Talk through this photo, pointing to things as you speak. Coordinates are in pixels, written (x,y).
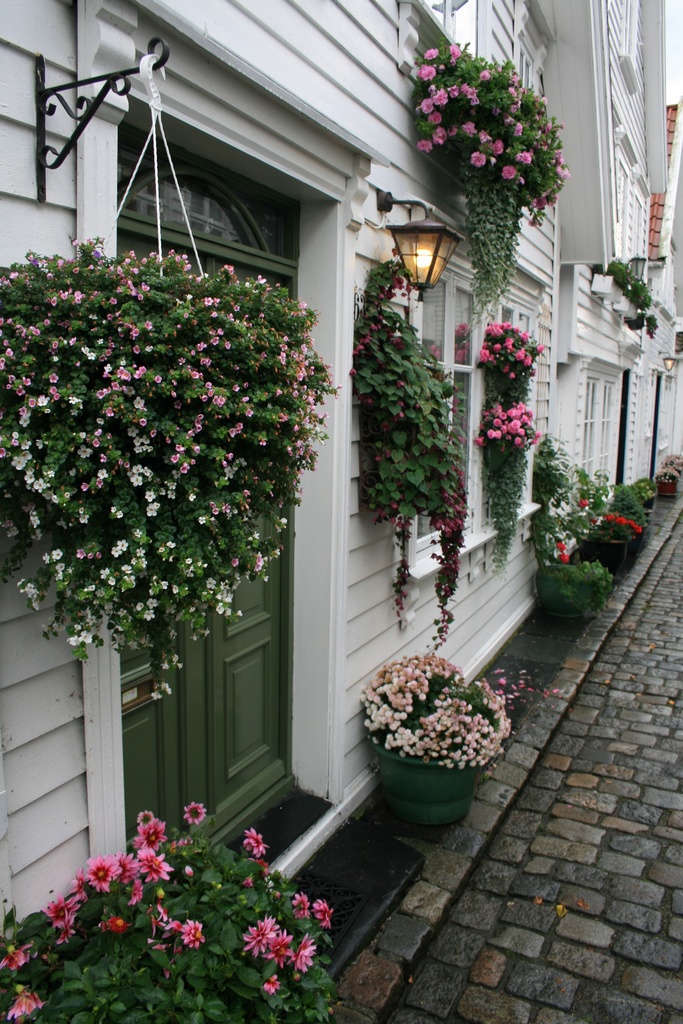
In this picture I can see there is a building (292,872) here on the left side (10,800) and there are some flower plants (501,548) placed here in flower pots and the building (360,520) has some glass windows (521,311).
